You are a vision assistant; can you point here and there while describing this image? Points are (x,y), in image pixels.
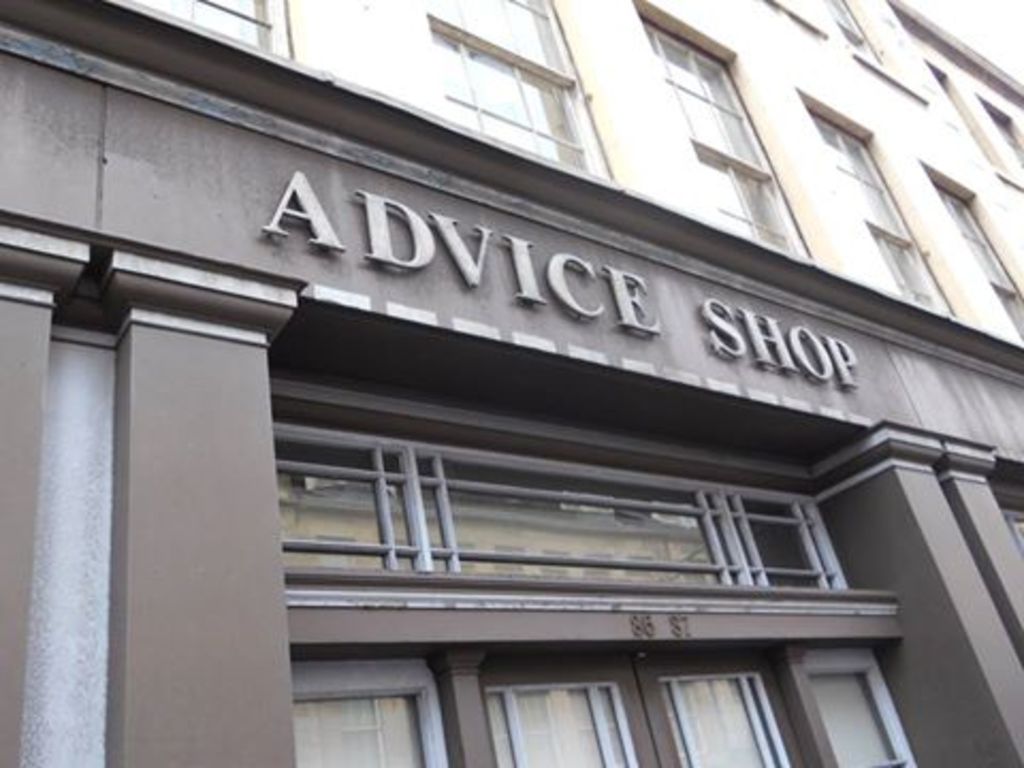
In the foreground of this image (47,612), there is a building (892,216) and windows (707,132) to it and the text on it as ¨ ADVICE SHOP¨.
